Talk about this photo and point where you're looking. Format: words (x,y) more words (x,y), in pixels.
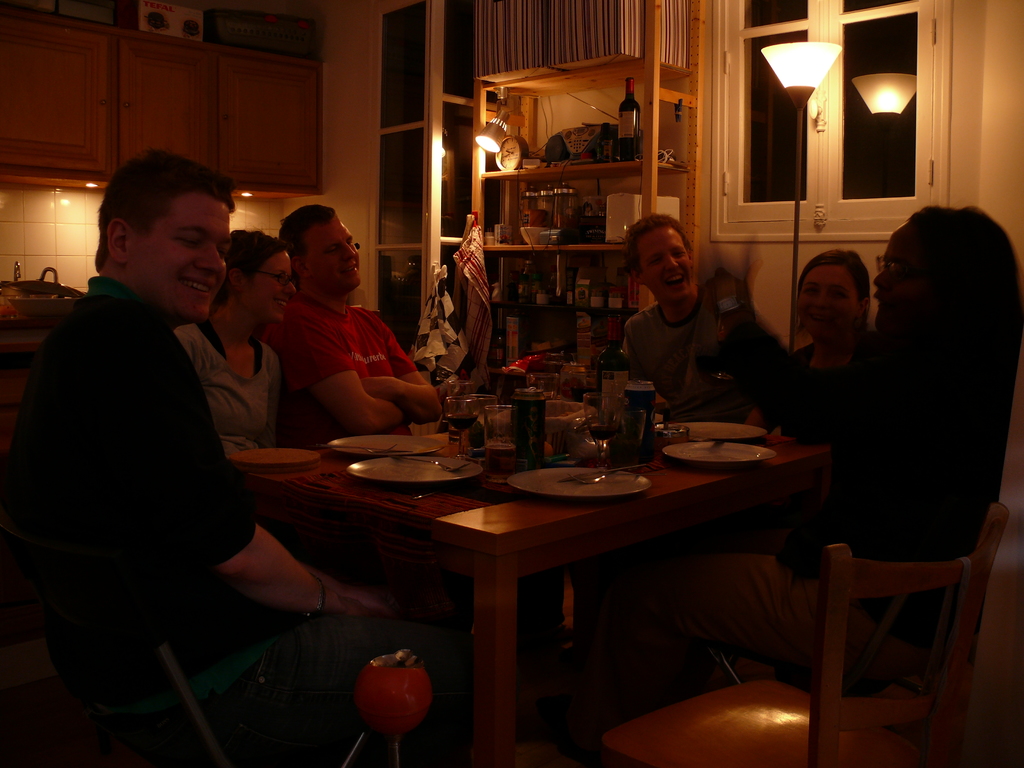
In the image we can see there are people (634,355) who are sitting on chair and the light is dim.
